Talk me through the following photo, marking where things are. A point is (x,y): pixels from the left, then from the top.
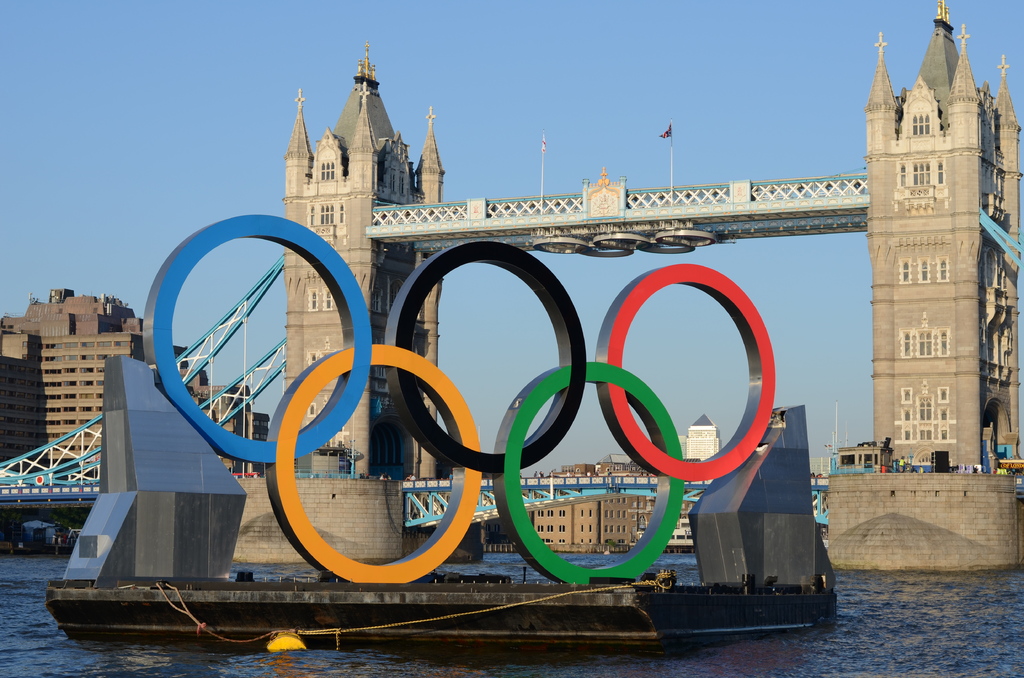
in this image we can see the Olympic logo (545,303) on the boat (281,628) which is on the surface of the water (58,574). In the background (51,329) we can see the bridge (863,501), buildings (67,354) and also the sky (581,153). We can also see the flag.
